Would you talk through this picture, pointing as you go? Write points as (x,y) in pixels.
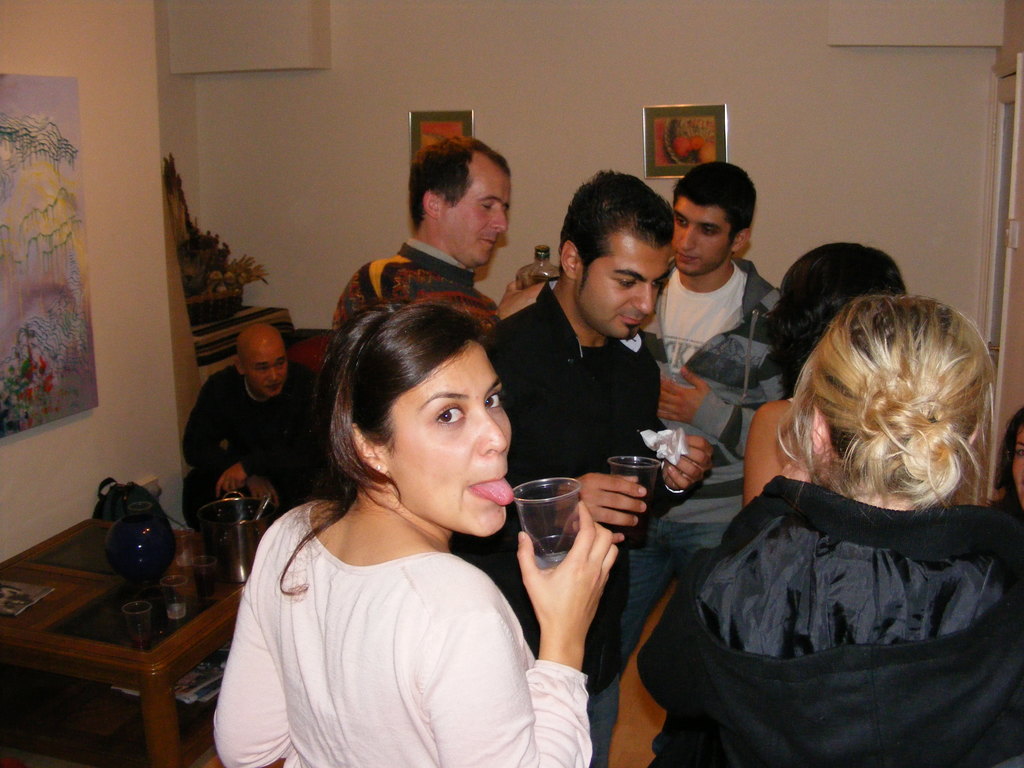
This picture is clicked inside the room (432,448). Here, we see six people (619,350) standing and they are holding the glasses (567,499) in their hands (559,578). Beside them, we see a man (239,408) in black jacket (213,434) is sitting. In front of him, we see a table (83,612) on which blue vase (151,543), black bag (121,516) and book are placed. Beside that, we see a wall (121,272) on which photo frame (85,349) is placed. In the background (218,294), we see a flower pot (197,243) and a white wall (575,81) on which photo frames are placed.
